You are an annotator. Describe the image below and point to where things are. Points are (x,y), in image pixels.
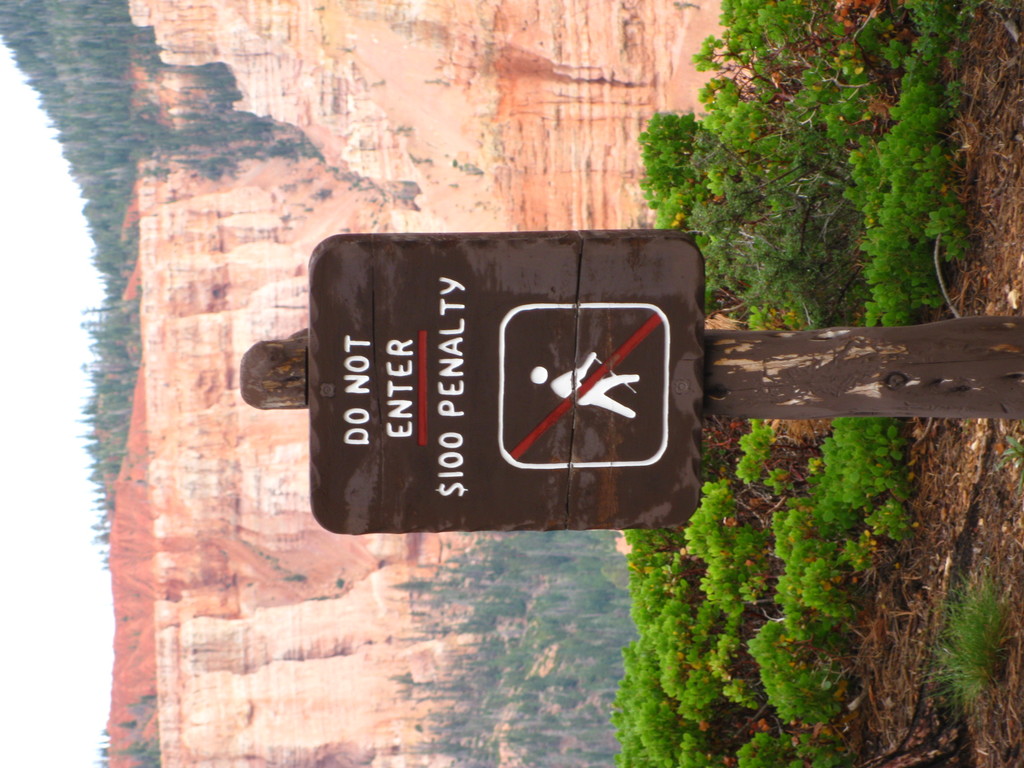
In this picture we can see a sign board (429,303) attached to a pole (828,389), plants (911,83), trees (131,377), mountains (149,212) and in the background (22,575) we can see the sky (54,541).
